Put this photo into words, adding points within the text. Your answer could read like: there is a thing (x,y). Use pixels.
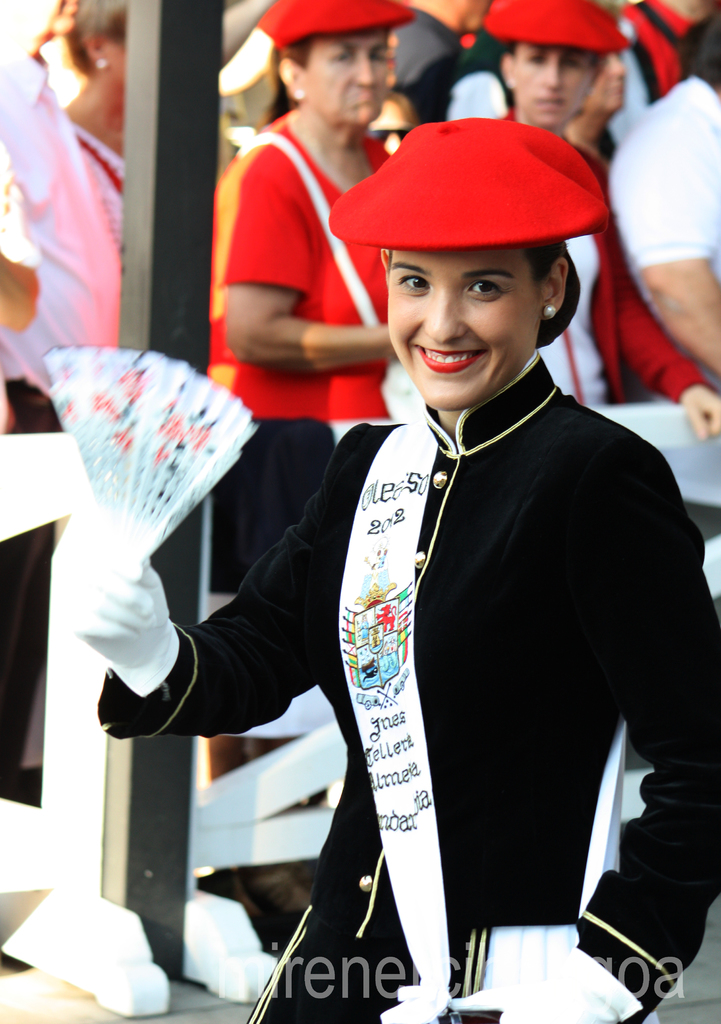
In this image we can see a few people (396,446) standing, among them one is holding an object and some are wearing the caps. We can see a pole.
